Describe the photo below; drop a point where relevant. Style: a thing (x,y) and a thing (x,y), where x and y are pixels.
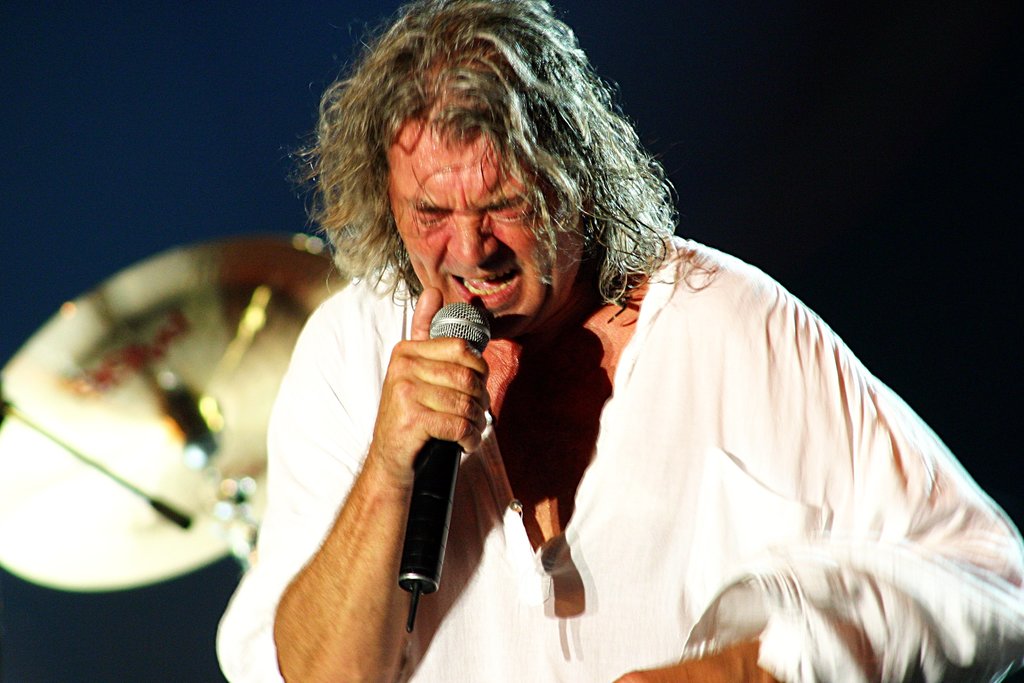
In this image we can see there is a person (557,370) standing and holding a mic (450,458) in his hand (434,430), beside him there is a musical instrument (126,408). The background (838,224) is dark.
